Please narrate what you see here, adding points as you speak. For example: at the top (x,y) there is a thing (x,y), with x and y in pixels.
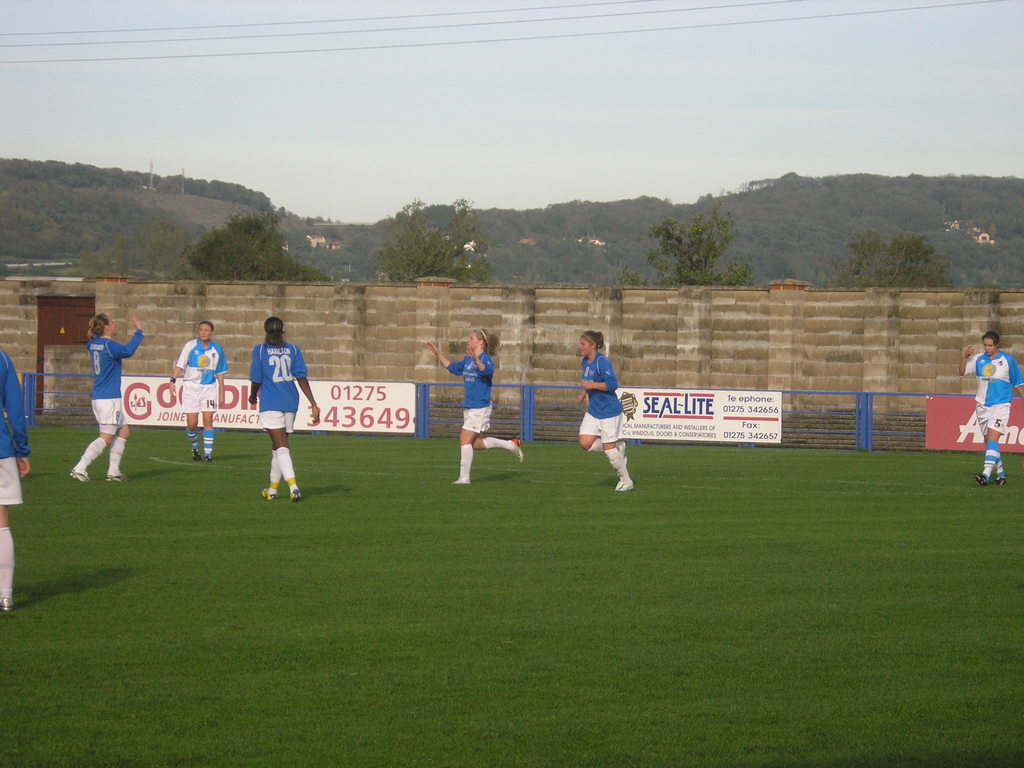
In the picture we can see a playground (871,472) on it, we can see some people (21,477) in a sportswear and in the background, we can see a wall (41,289) with some advertisements (959,443) on it and behind the wall (982,315) we can see some trees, hills (106,197) and sky (990,89).
